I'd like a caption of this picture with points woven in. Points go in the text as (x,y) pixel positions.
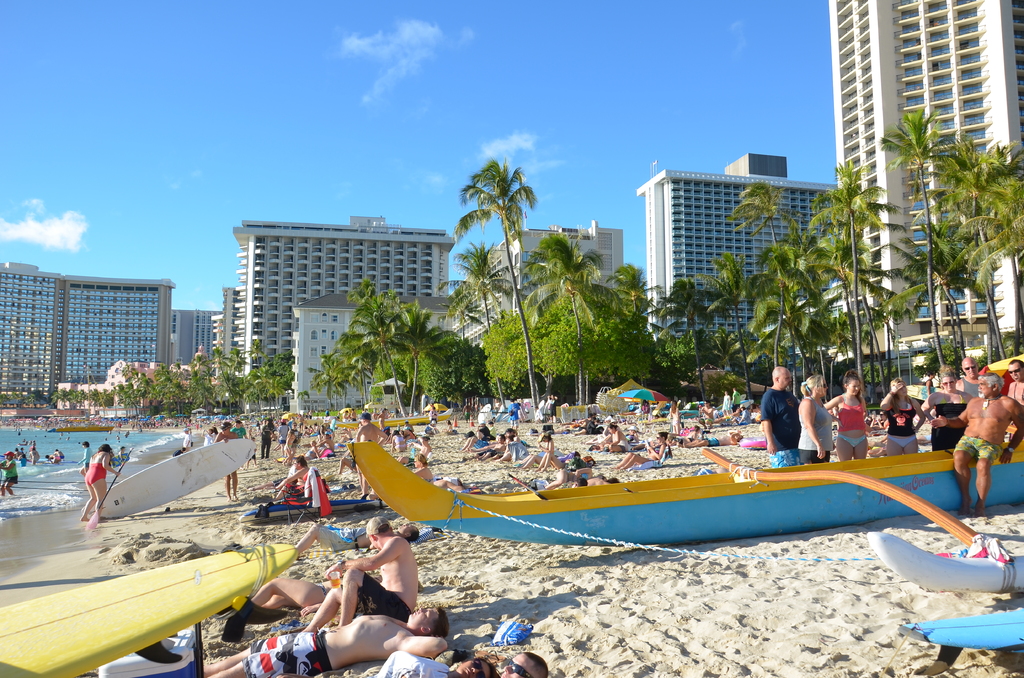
In this image, we can see people (98,462), sand (716,629), boats (679,511), surf boards (175,565) and few things (183,666). On the left side of the image (121,447), we can see people (36,454) in the water (89,441). In the background (102,412), there are so many trees (114,402), buildings (19,383), walls (967,300), windows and the sky (174,14).
